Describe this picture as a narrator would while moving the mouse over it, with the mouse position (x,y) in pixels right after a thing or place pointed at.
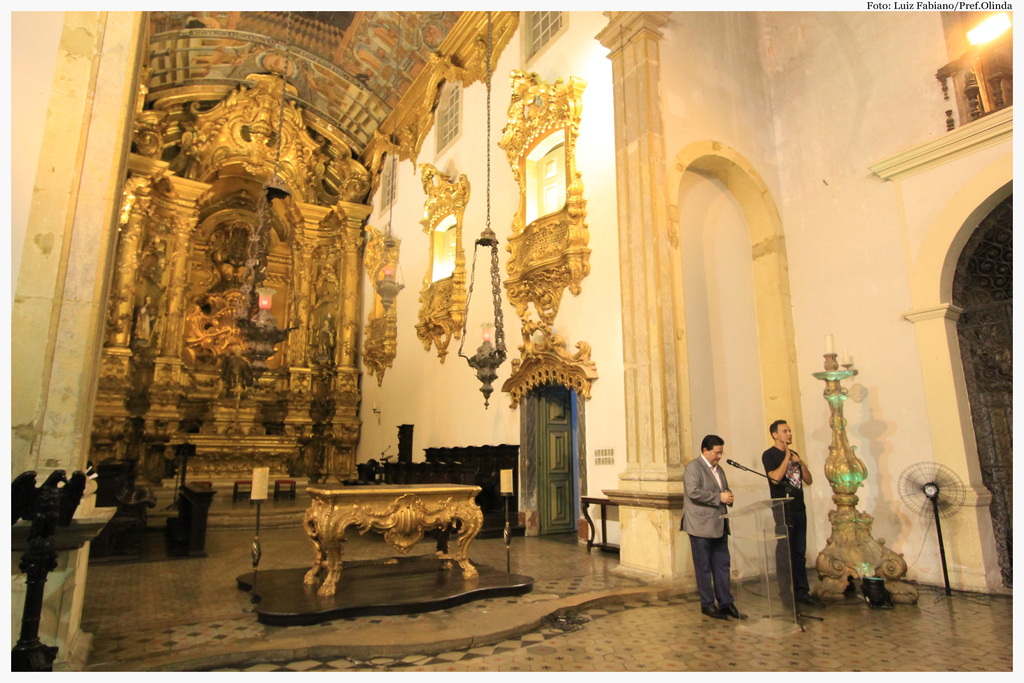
In this picture we can see inside view of a building (537,597), here we can see a floor (638,577), on this floor (638,577) we can see people (728,607), podium (765,607), mics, fan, door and some objects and in the background (615,491) we can see a wall (602,487), lights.
